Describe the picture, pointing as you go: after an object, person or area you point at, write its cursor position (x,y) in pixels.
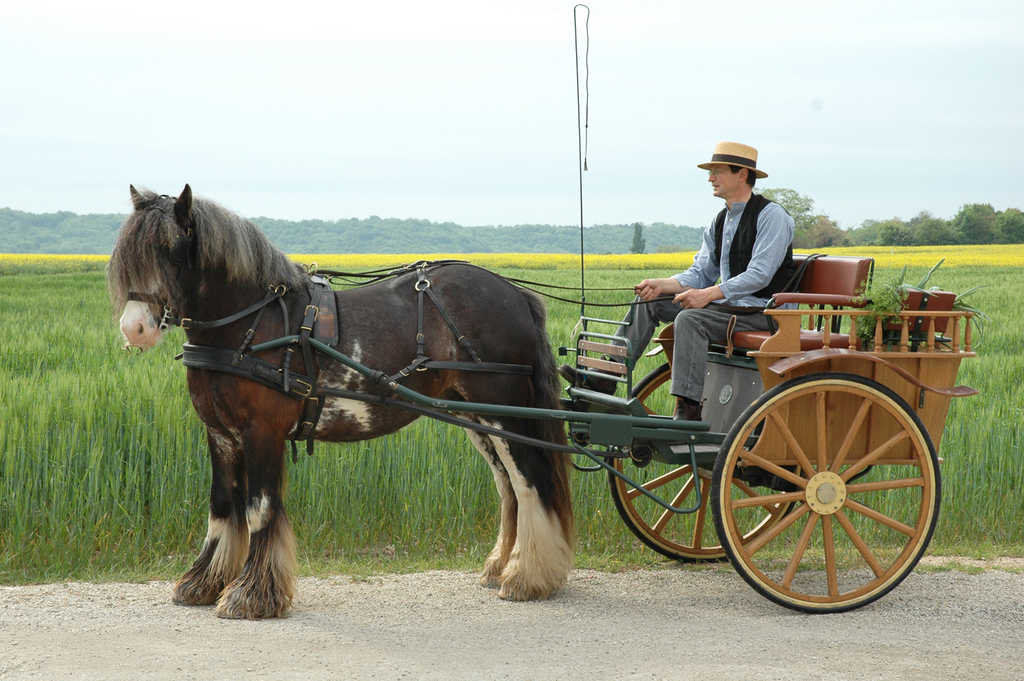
In this image I see a man (680,396) who is on the cart (717,469) and he is riding the horse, In the background (314,207) I see the grass (1018,547), trees (25,219) and the sky (844,116).
